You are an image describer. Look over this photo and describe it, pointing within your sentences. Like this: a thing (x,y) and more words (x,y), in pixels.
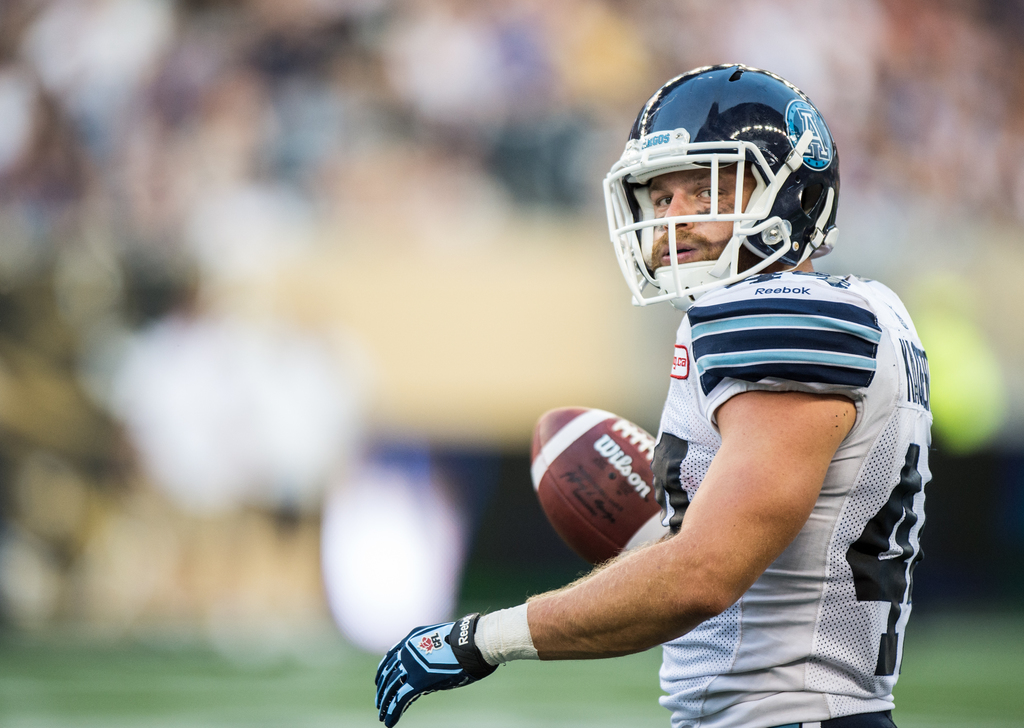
In the foreground of this picture (852,521), there is a man (824,586) standing wearing a helmet (690,156) and a football (594,416) is in the air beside him and the background is blurred.
